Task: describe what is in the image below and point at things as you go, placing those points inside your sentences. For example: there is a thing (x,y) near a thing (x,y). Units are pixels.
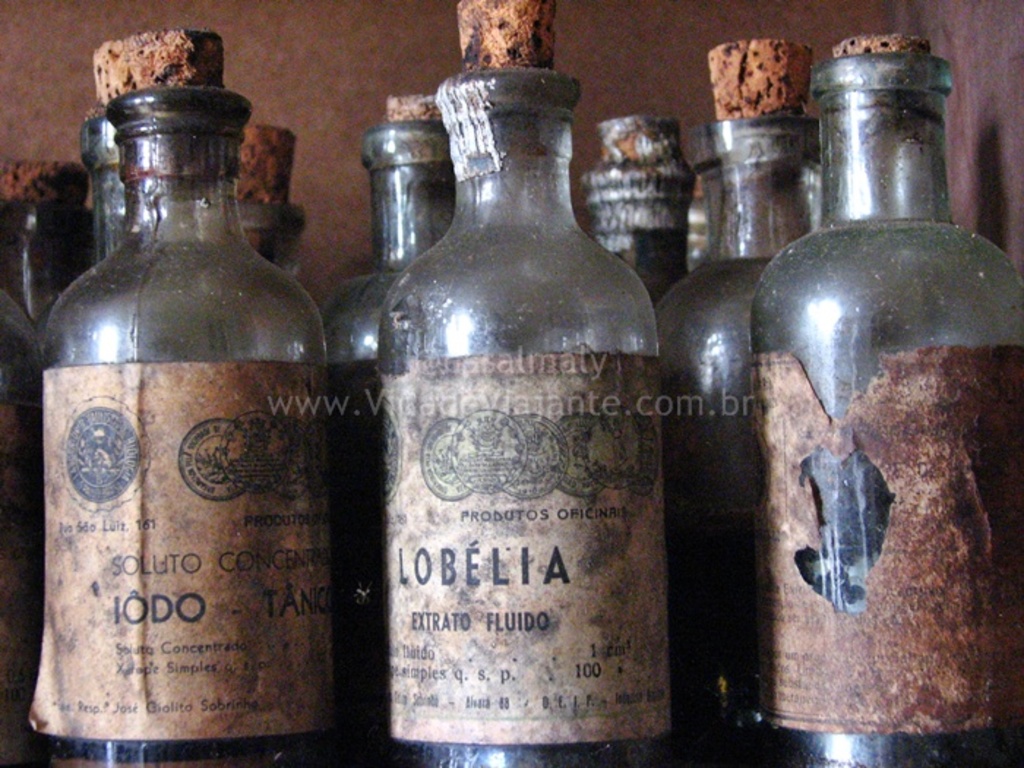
In this image, there are bottles (551,242) in which chemicals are kept and a label (503,383) is there and on that some text (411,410) is written. In the background (354,91) there is a wall (350,79) which is brown in color. It looks as if the image is taken inside a lab (394,188).
